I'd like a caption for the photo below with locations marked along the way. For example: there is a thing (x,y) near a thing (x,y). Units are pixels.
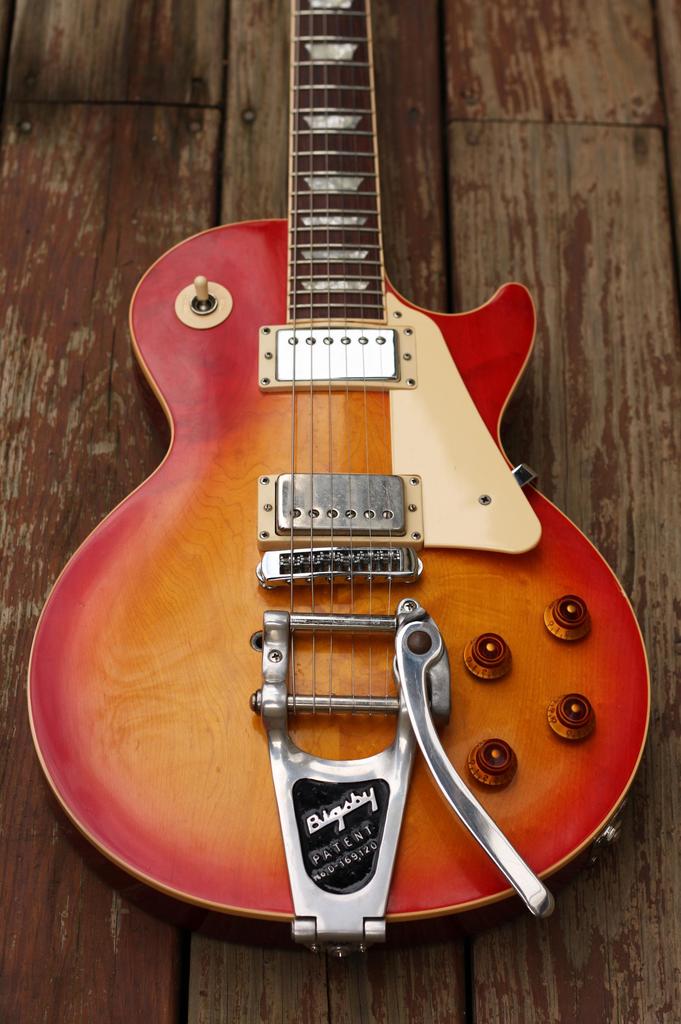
Guitar (331,575) is on the wooden plank (461,177).
